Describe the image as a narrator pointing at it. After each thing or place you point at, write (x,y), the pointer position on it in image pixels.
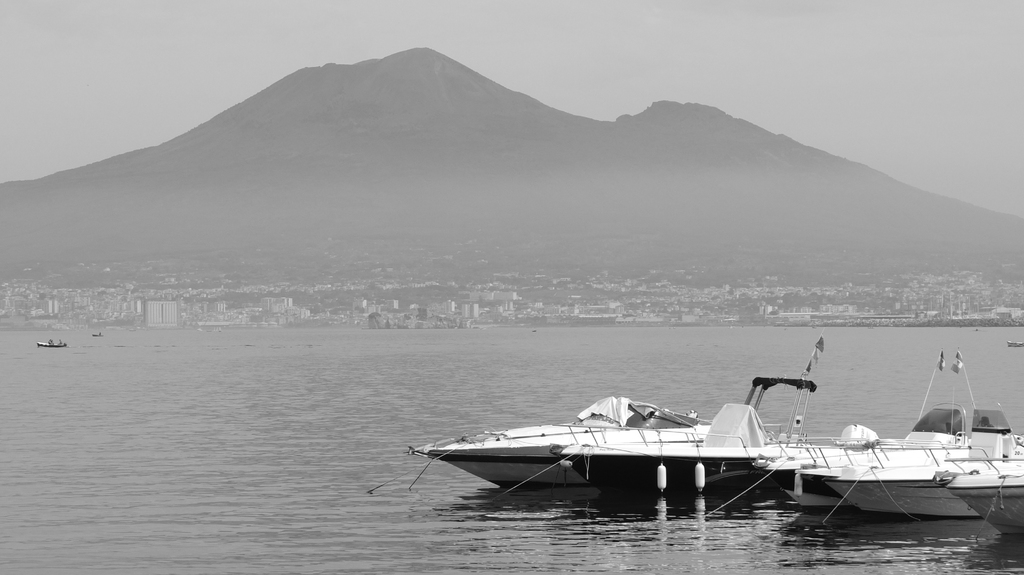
This is a black and white image. These are the boats (742,482) on the water (399,536). I can see the view of the city (414,320) with buildings (304,320) and skyscrapers (155,316). This looks like a mountain (656,124).
